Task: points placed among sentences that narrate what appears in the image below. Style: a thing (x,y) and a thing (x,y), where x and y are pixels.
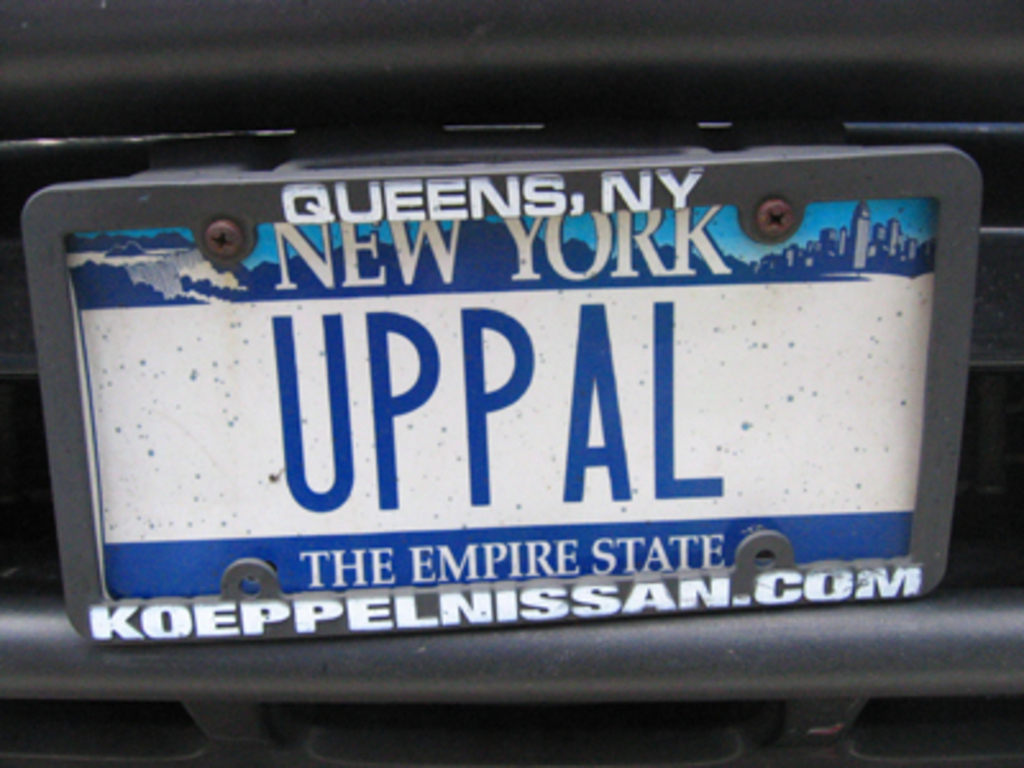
Here I can see a name board (785,453) which is attached to a vehicle (968,393). On this board (352,273) I can see some text (346,366) in white and blue colors.
